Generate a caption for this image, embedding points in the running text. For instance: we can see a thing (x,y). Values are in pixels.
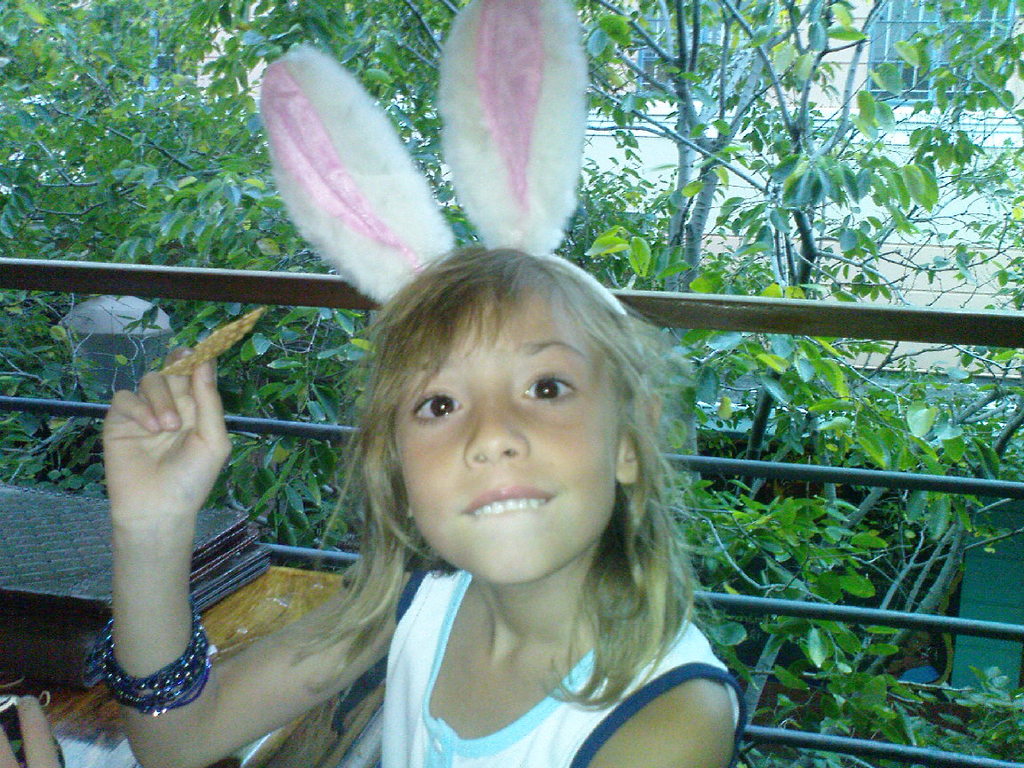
There is a girl (398,552) holding an object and we can see cards (208,598) and objects (10,726) on the table (60,704). In the background (951,462) we can see fence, trees (956,450), windows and building (994,270).
